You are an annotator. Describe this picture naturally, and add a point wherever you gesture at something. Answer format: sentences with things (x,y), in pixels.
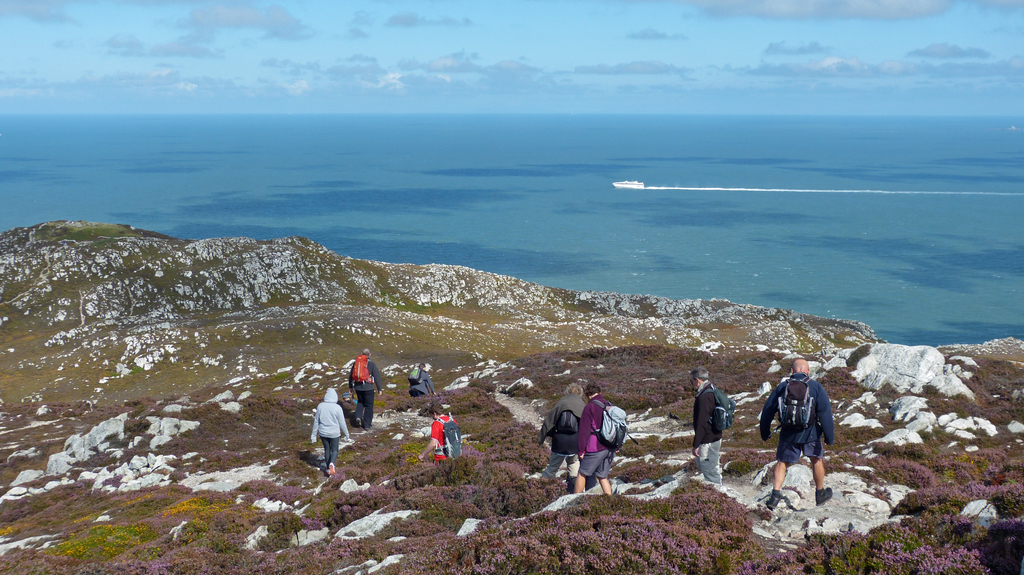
In this picture we can see few people (328,468) are walking on the hill (462,489), in front we can see a ship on the water (508,195).
